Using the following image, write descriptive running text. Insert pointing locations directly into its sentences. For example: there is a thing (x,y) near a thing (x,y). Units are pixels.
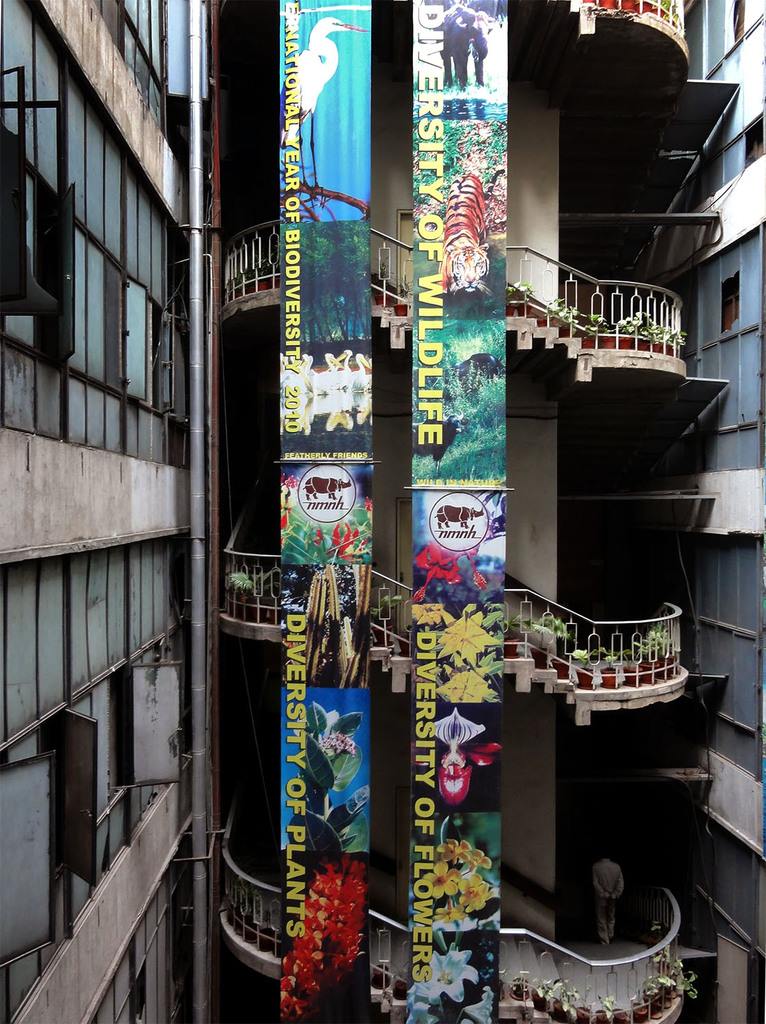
In this image, we can see stairs (678,679), railings (637,659), plants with pots (640,670), walls (505,810) and doors (401,597). Here we can see banners (417,546). On the right side (719,615) and left side (5,808), we can see buildings (754,847). At the bottom of the image (612,912), we can see a person (598,912). On the left side (17,860), we can see windows (90,392).
